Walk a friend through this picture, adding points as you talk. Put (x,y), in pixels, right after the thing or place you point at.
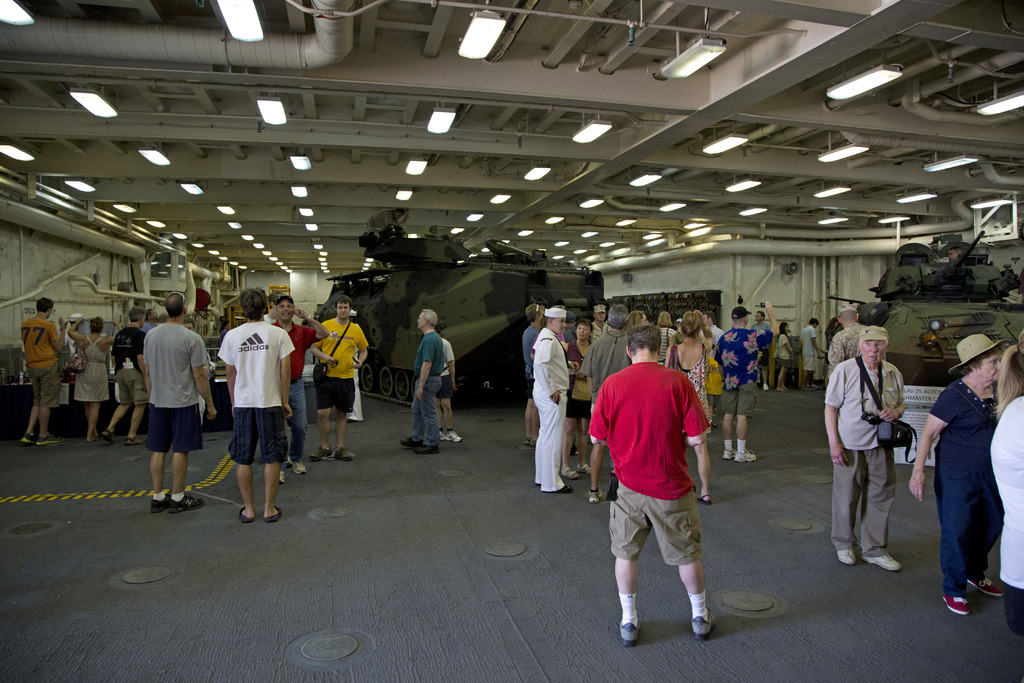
In this picture, there are people (342,394) scattered around. In the center (536,303), there is a military vehicle (384,340). At the bottom (636,492), there is a man (615,383) wearing a red t shirt (653,447) and cream shorts (654,504). Towards the right (870,452), there is a man (871,447) carrying a bag (884,446) and a camera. Before him, there is a woman (954,586) wearing blue clothes (965,426) and a cream hat (980,350). On the top (480,48), there are pipes (337,56), lights (463,47) and rods (674,136). At the bottom (420,603), there is a mat (386,597).
